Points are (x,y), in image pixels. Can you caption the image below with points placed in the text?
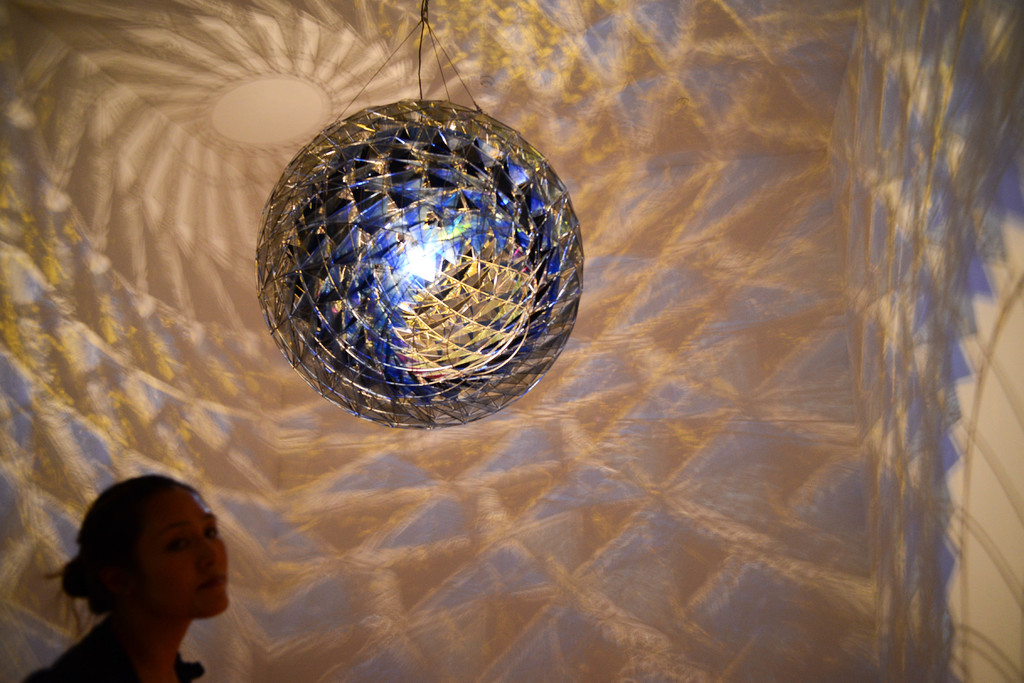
In the picture I can see something which is in round shape. I can also see a woman (126,639). In the background (194,648) I can see a wall (636,431) which has some designs (669,452) on it.
